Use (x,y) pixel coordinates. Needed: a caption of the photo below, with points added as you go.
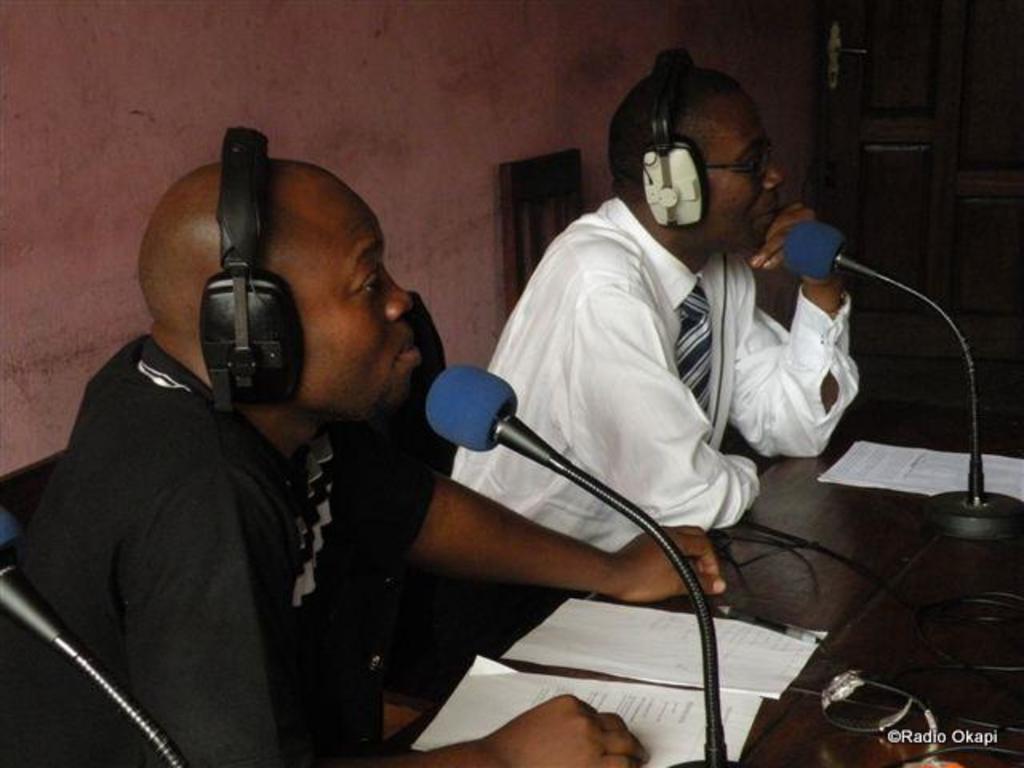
This picture shows the inner view of a room (499,149). Two persons (312,359) sitting on a chair (507,234) near to the table (763,595) and wearing headphones (674,218). There are some papers (918,457), some wires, one wooden door (949,140), three microphones (666,556) attached to the table (876,541).
